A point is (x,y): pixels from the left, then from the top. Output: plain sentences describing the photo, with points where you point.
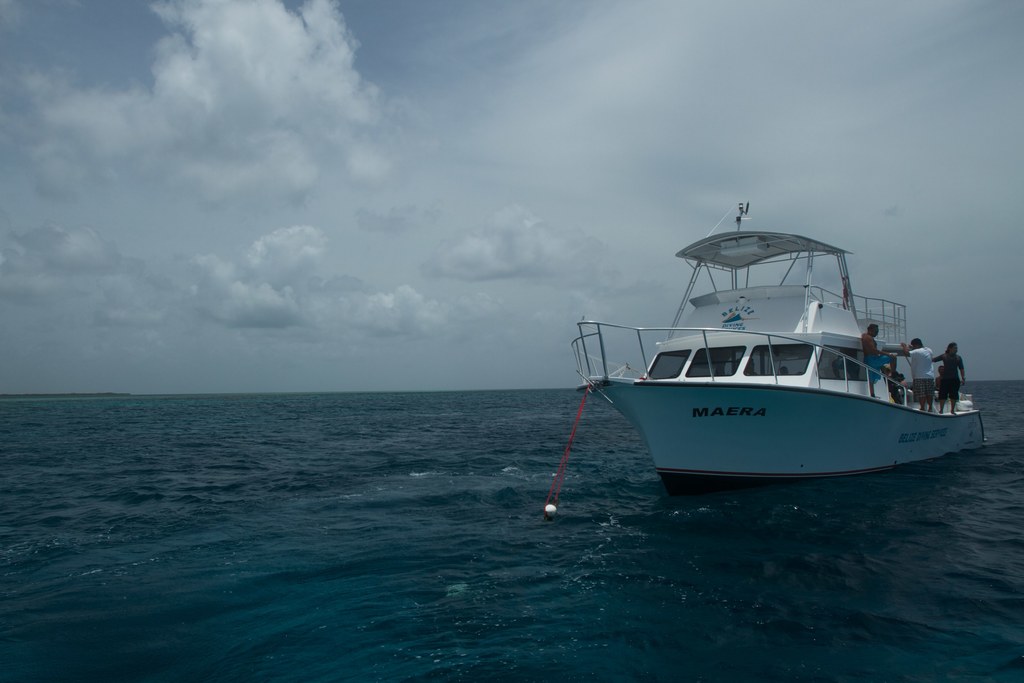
As we can see in the image there is water (365,443), boat (764,387), few people (920,375), sky (289,198) and clouds (300,144).
